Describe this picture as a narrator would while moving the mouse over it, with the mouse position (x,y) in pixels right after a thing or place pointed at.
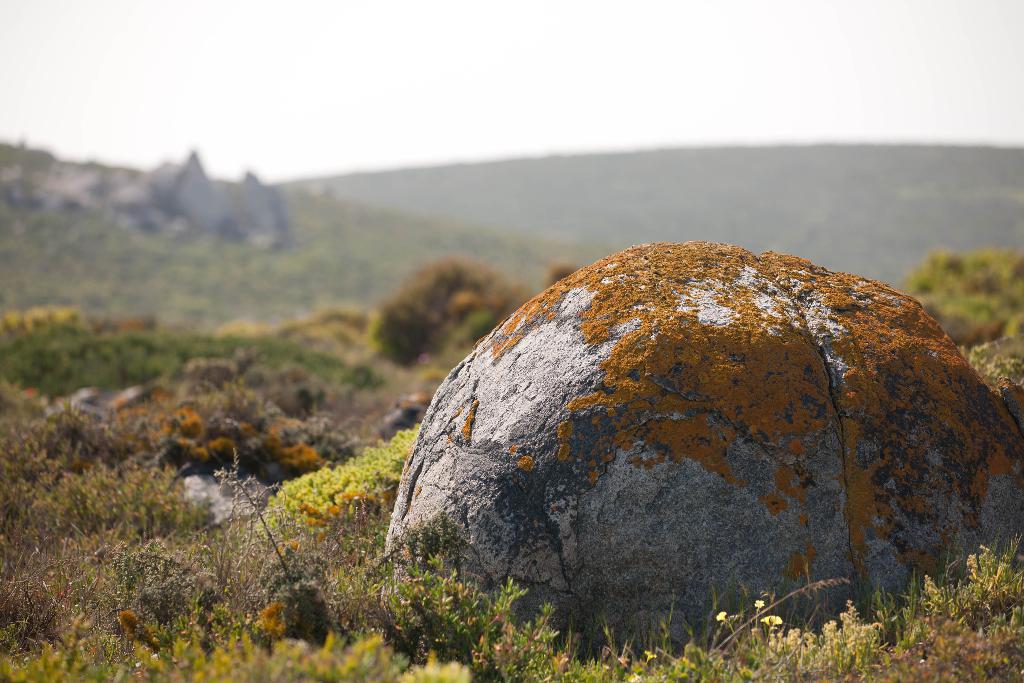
This image is taken outdoors. At the top of the image (355,105) there is the sky (726,73). In the background (362,250) there are a few hills (425,212) and rocks (205,206). At the bottom of the image (136,492) there are many plants (293,531) and trees (440,305) on the ground (1000,302). On the right side of the image (854,329) there is a rock (633,568) on the ground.
